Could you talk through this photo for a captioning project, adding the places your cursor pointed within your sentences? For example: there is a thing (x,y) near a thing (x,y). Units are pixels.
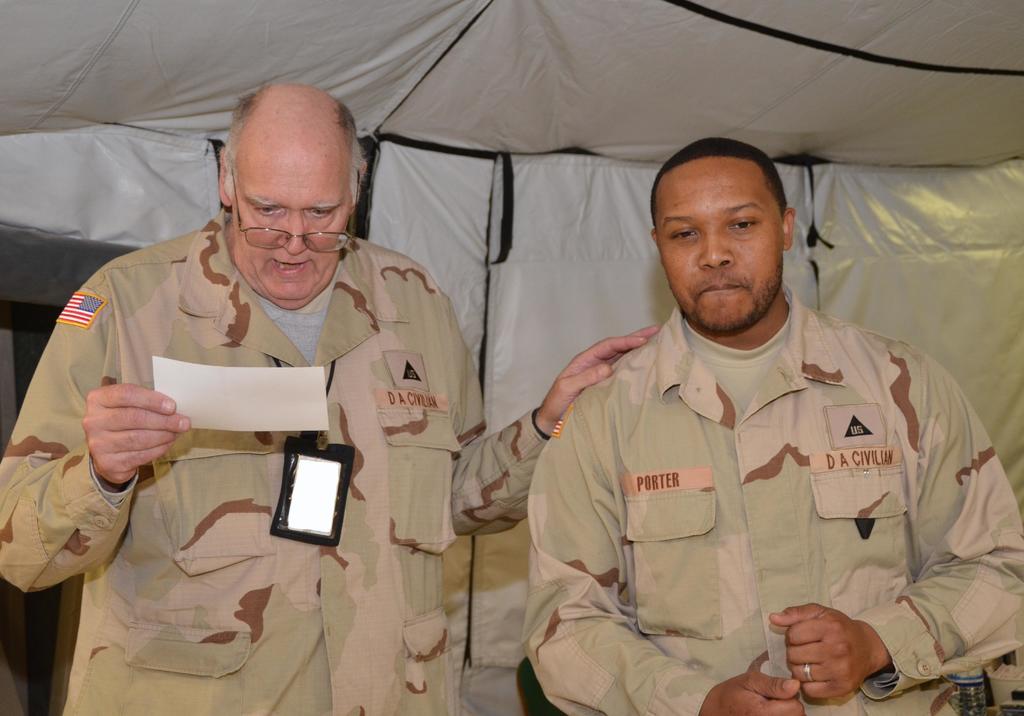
In this image we can see two persons (425,475), one of them is holding a paper (308,401), they are under the tent (420,216).
